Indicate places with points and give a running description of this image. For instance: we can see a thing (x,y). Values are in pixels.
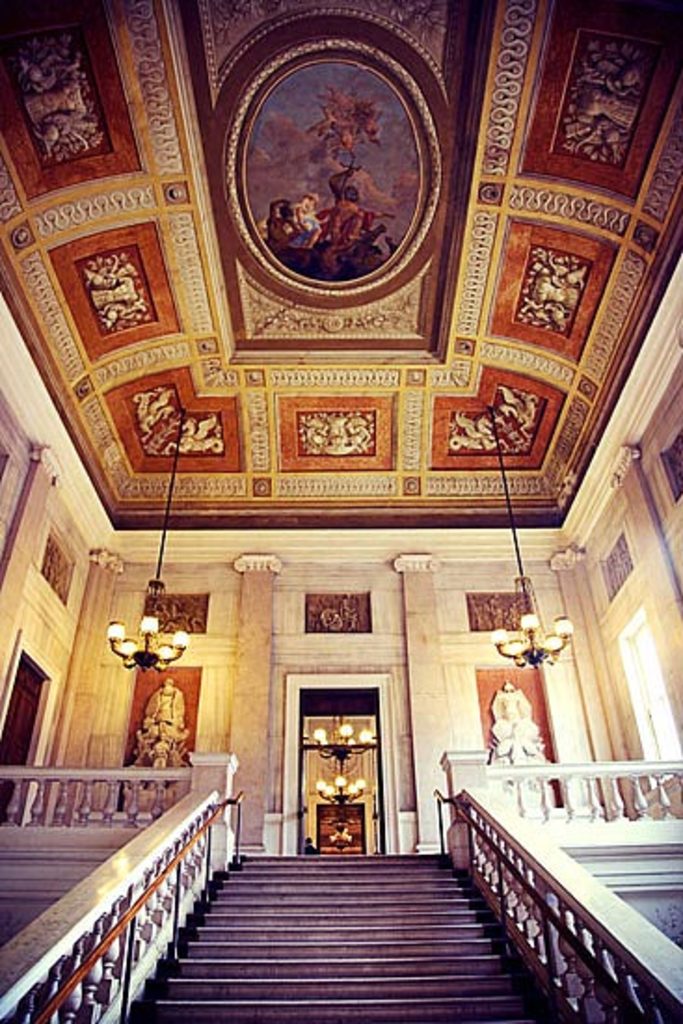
This is an inner view of a building (295,719). In this image we can see a staircase (138,929), statues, a wall (198,651), some doors (45,720) and a roof (152,523) with pictures (468,411) and some ceiling lights (507,497).
